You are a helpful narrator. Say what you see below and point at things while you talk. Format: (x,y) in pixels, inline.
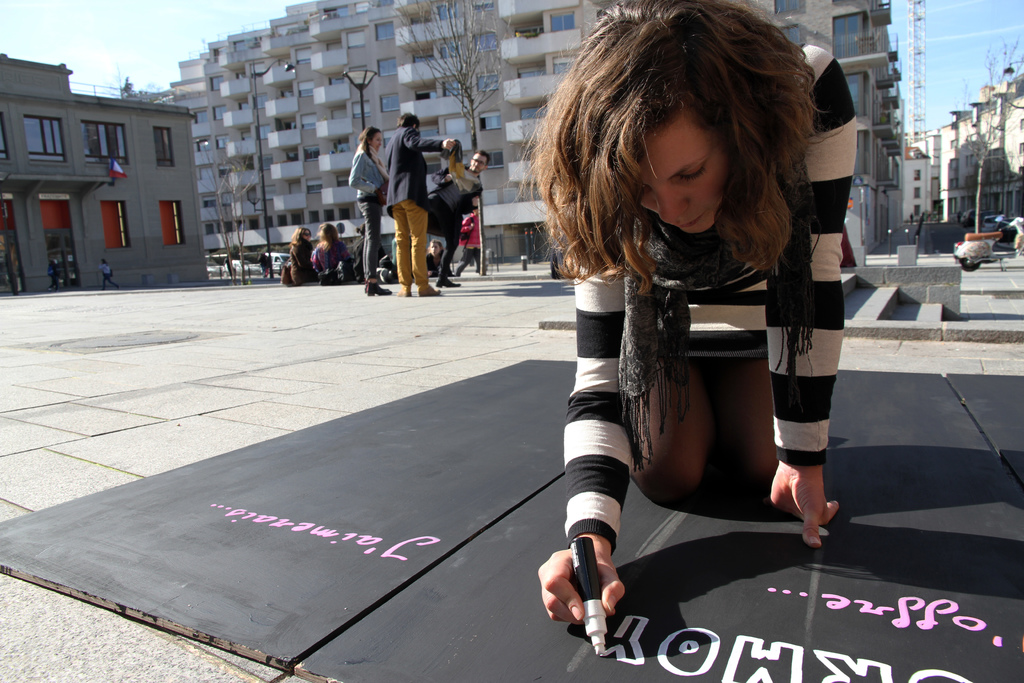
In this picture we can see a woman (603,359) holding a sketch pen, here we can see wooden planks (453,443) with some text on it, at the back of her we can see a group of people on the ground (393,349), here we can see vehicles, motor cycle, buildings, trees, electric poles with lights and some objects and we can see sky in the background (926,7).
